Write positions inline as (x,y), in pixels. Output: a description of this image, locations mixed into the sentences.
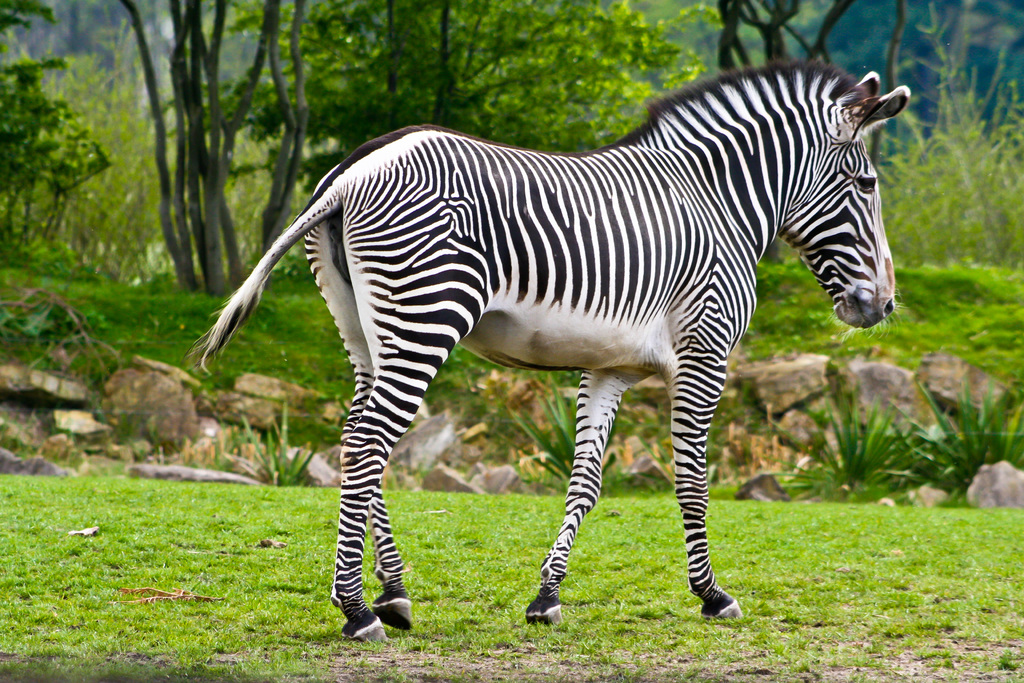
Front we can see a zebra (762,236). Land (495,529) is covered with grass (428,519). Background (941,459) there are trees (714,10) and plants (1020,437).
